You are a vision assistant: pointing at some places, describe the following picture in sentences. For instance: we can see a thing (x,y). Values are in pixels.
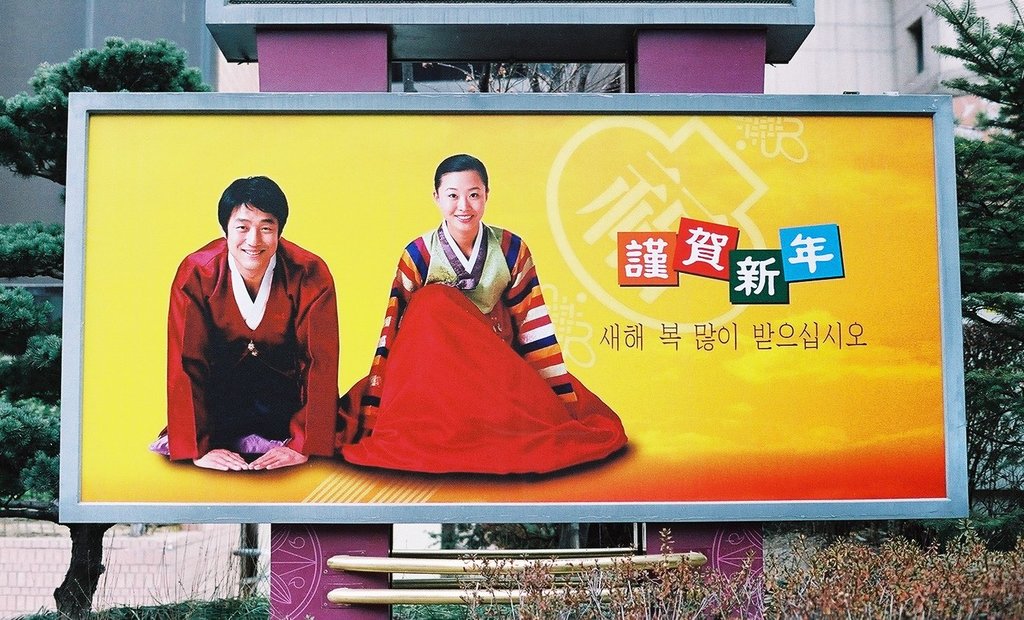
In this picture we can observe a poster (507,220). On this poster (267,360) there are two members (379,339). One of them was a man (298,344) wearing red color dress (187,349) and the other was a woman (386,341). Both of them were smiling. The poster (330,205) is in yellow color. We can observe some plants (589,586) and trees (95,69). In the background (965,129) there is a building (864,57).
